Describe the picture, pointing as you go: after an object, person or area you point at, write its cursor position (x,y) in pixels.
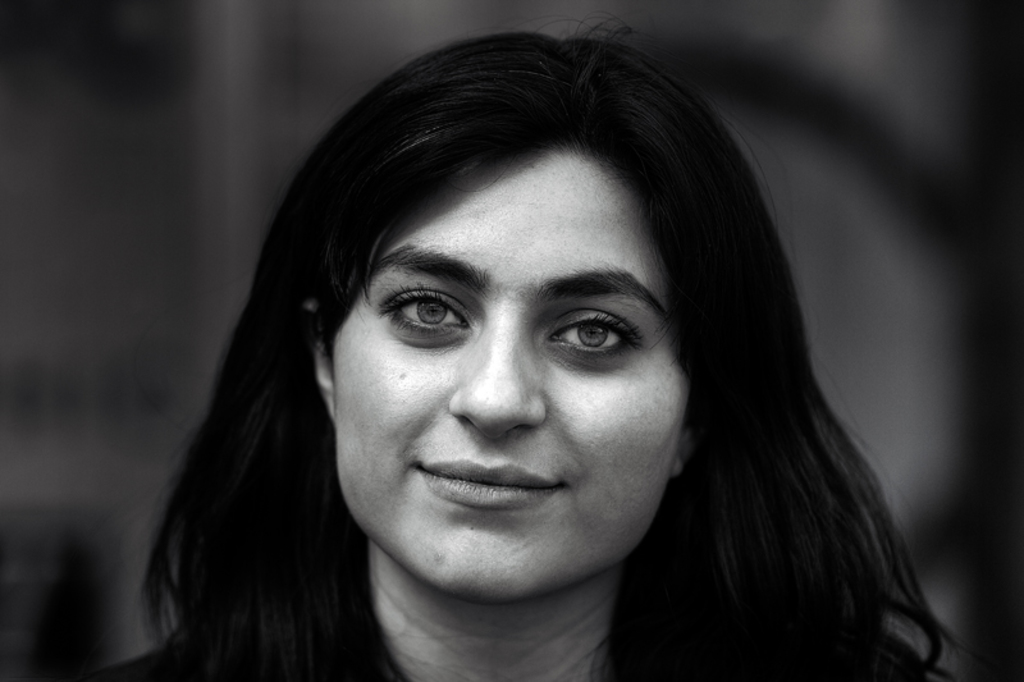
In this image we can see the face (410,423) of a person (518,278) and the background of the image (936,338) is blur.
